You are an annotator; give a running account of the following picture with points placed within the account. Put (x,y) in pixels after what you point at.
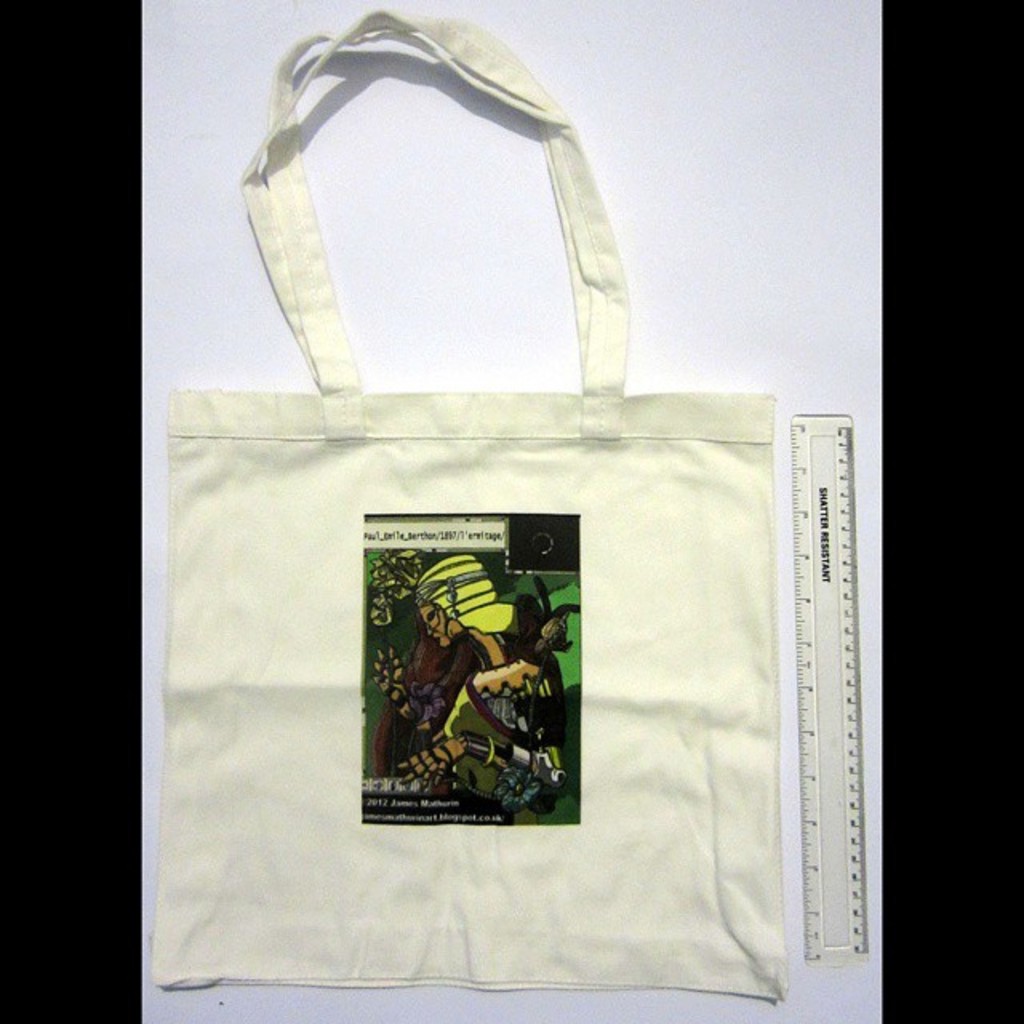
Here we can see a bag (325,278) and label (381,681) on it, and at side here is the scale (814,722).
